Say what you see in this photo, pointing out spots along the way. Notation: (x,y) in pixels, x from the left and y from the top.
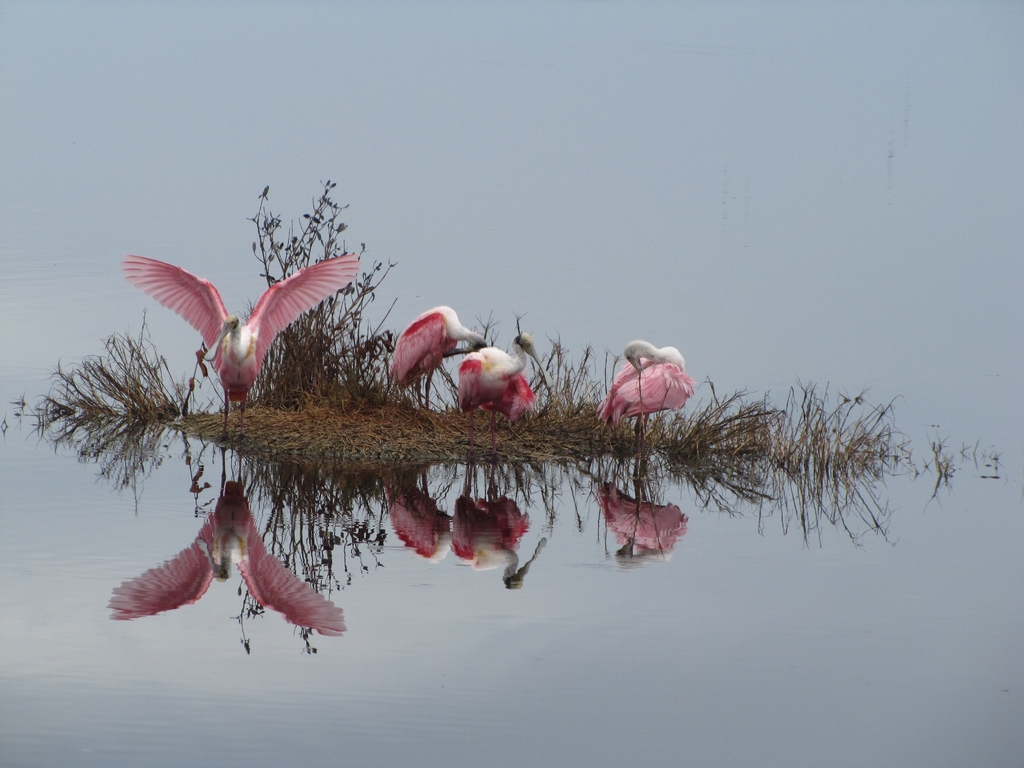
In this image I can see a few birds (432,333) and dry grass (655,442). They are in pink and white color. I can see water (515,581).
